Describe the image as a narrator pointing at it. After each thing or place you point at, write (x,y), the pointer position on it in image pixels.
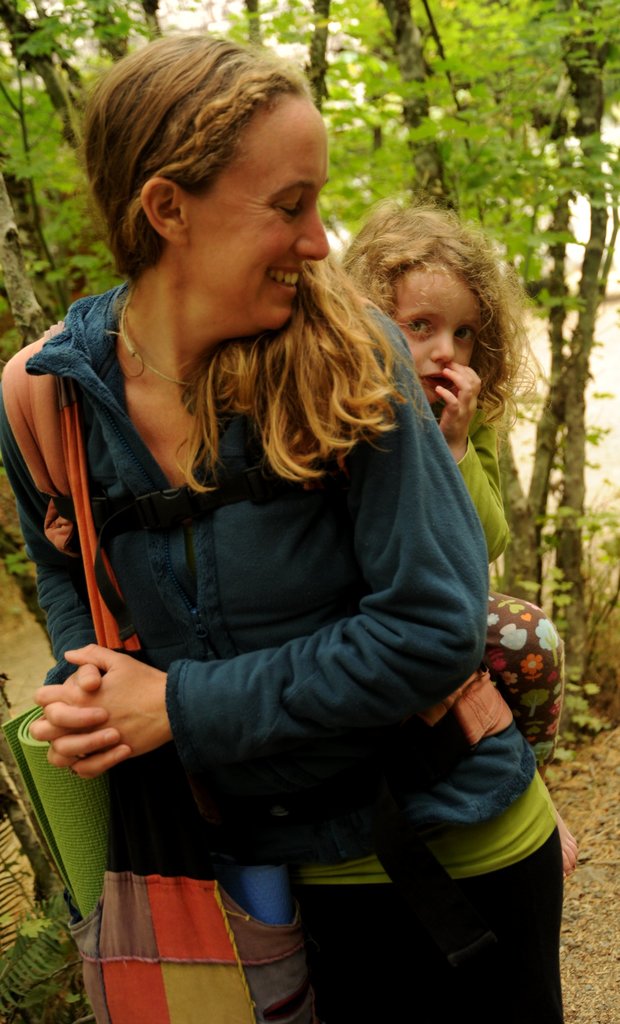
This image is taken outdoors. In the background (66,299) there are a few trees (70,249) and plants (584,708) with green leaves (545,544), stems (533,543) and branches (39,253). On the right side of the image (596,832) there is a ground (601,902). In the middle of the image (229,548) there is a woman (213,488) and there is a girl (443,387). The woman (213,702) is wearing a bag (182,877) and there is a yoga mat (74,801) in the bag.
